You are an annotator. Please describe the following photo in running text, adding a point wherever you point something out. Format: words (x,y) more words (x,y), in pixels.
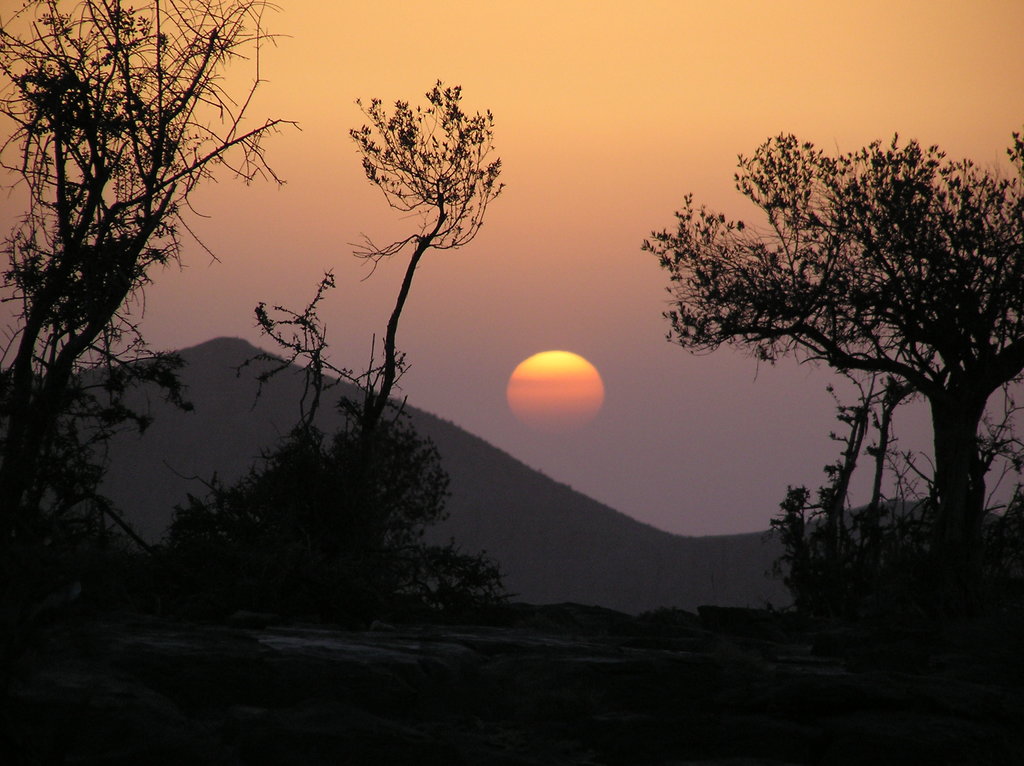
In this picture we can see the sunset view. In the front (203,546) there are some trees (400,534). In the background (545,361) there is an orange color sun (534,409) and some mountains (447,427).
